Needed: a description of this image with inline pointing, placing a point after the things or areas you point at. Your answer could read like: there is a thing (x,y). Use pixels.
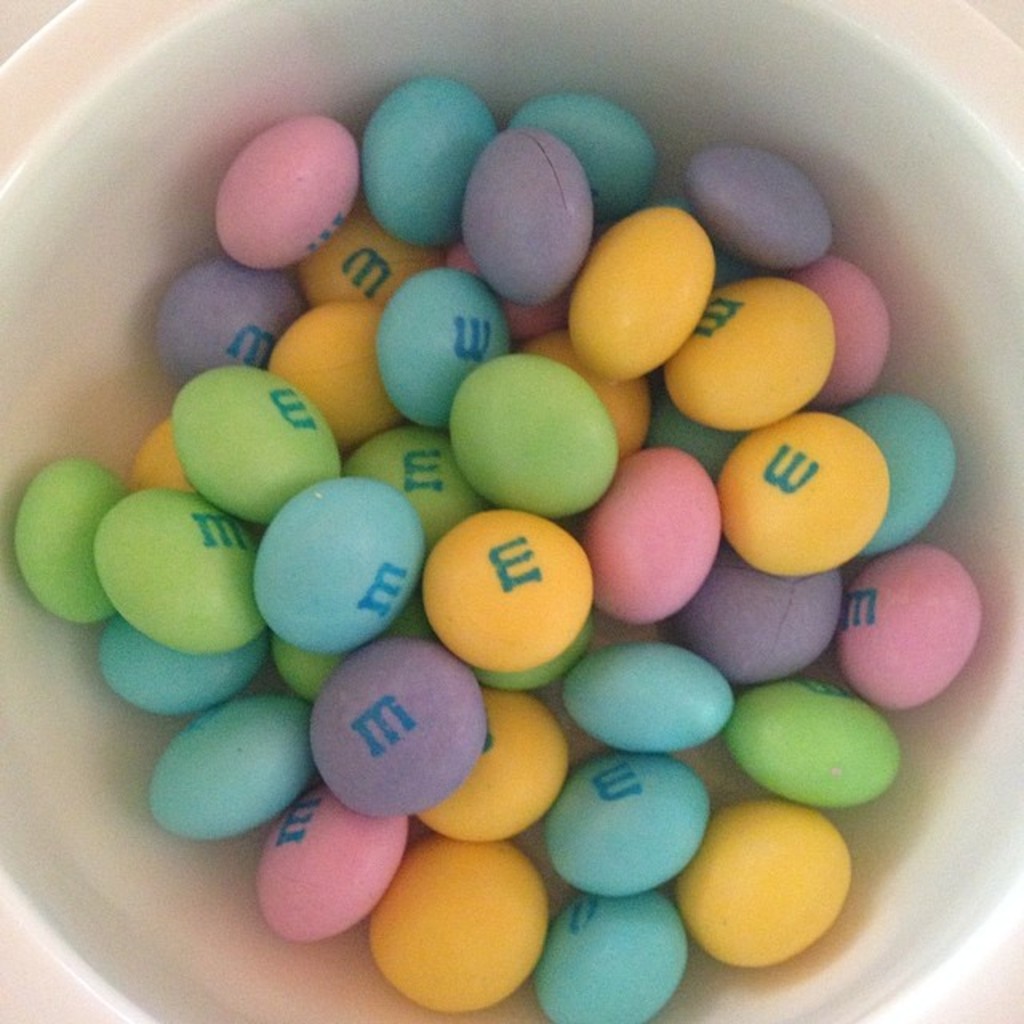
In this image I can see a white colored bowl (98,135) and in the bowl (98,90) I can see few m&ms (365,523) which are blue, green, yellow, pink and violet in color.
